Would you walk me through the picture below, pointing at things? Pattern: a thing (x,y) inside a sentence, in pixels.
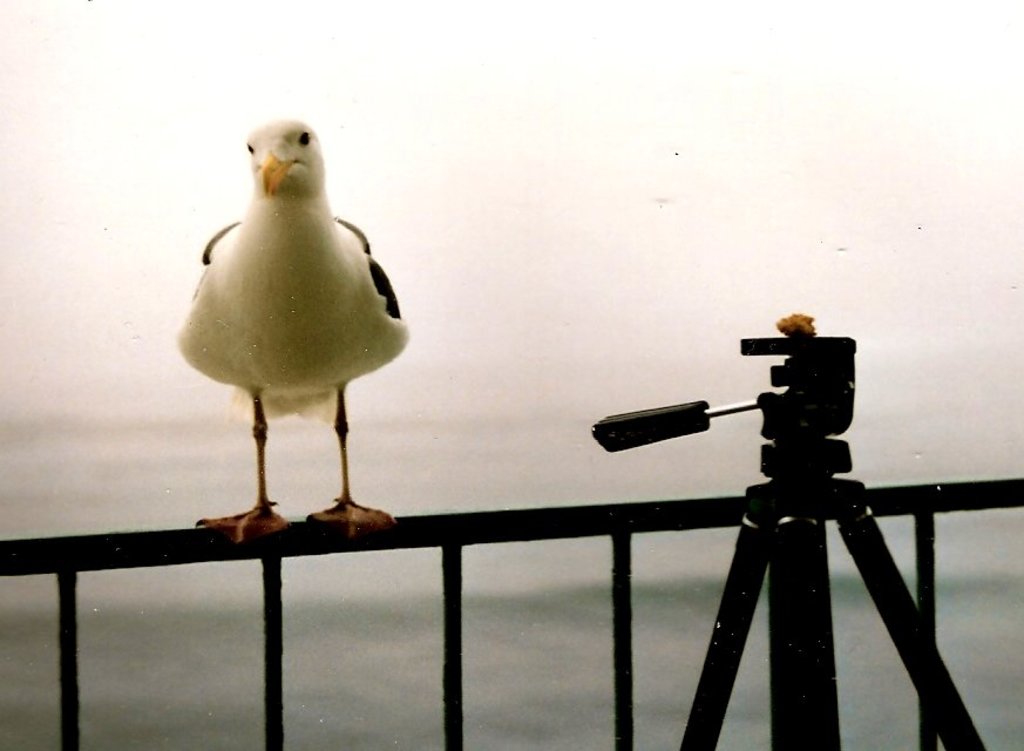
In this image, I can see a bird (334,524) standing on iron grille (410,545) and there is a tripod stand (776,536). The background (125,427) is blurry.
